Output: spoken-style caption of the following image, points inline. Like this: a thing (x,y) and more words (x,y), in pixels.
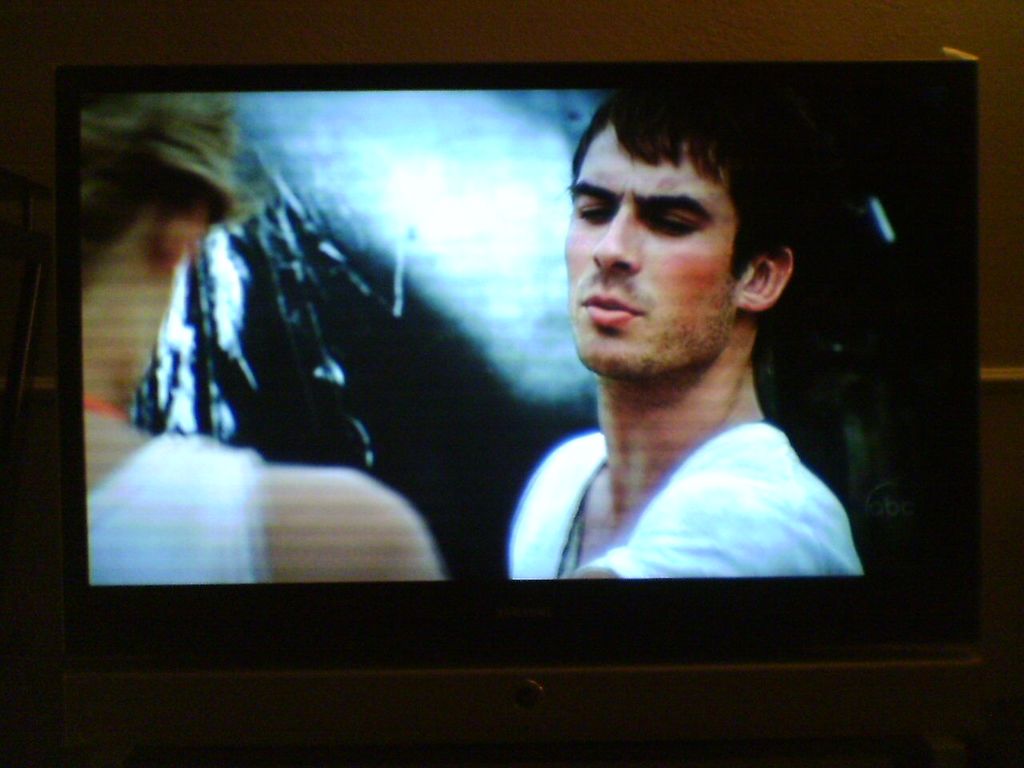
In this image I can see a television (663,148) and in screen (175,444) I can see two people (570,570). I can see both of them are wearing white dress (539,489) and I can see this image is little bit in dark.
